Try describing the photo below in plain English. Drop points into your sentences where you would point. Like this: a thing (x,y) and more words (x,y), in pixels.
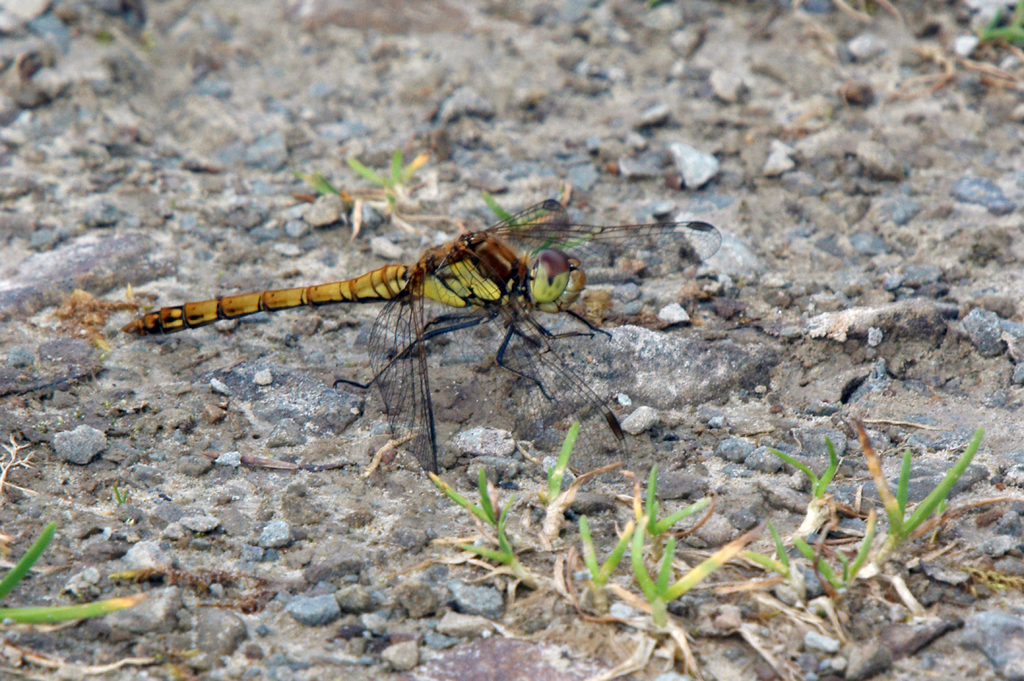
In this picture we can see the yellow and brown color dragonfly (505,287) sitting on the ground (464,481). In the front (702,509) we can see the small grass (516,568).
